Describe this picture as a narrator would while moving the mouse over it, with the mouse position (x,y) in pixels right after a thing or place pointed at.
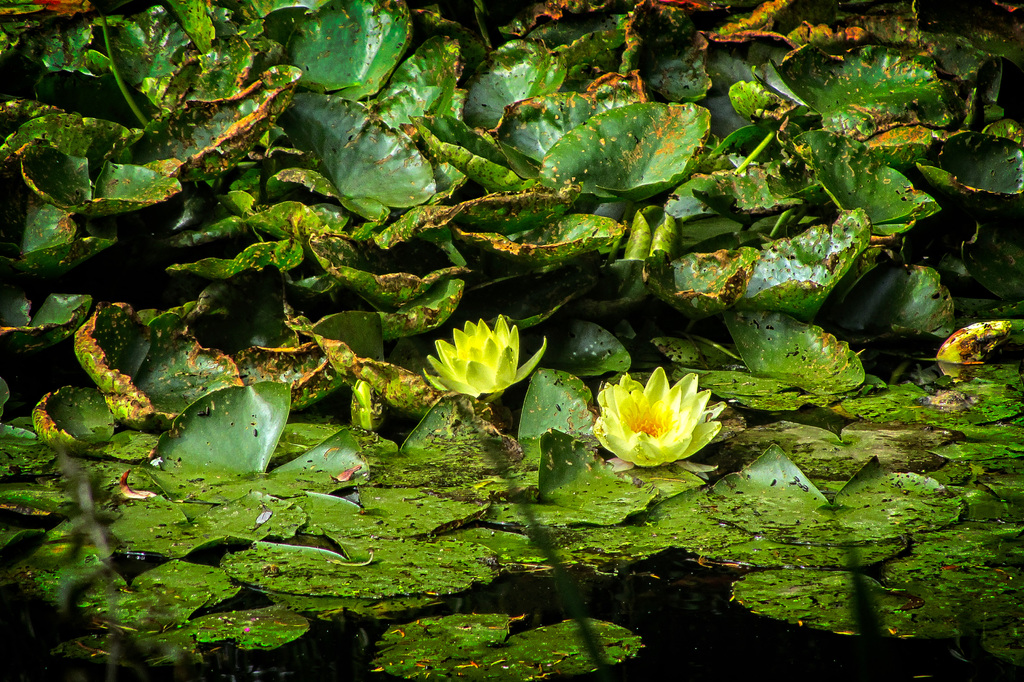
In this image, I can see two lotus flowers (482,367), which are yellow in color. I can see few leaves (319,486) floating on the water (666,611). These leaves (772,224) are green in color.
